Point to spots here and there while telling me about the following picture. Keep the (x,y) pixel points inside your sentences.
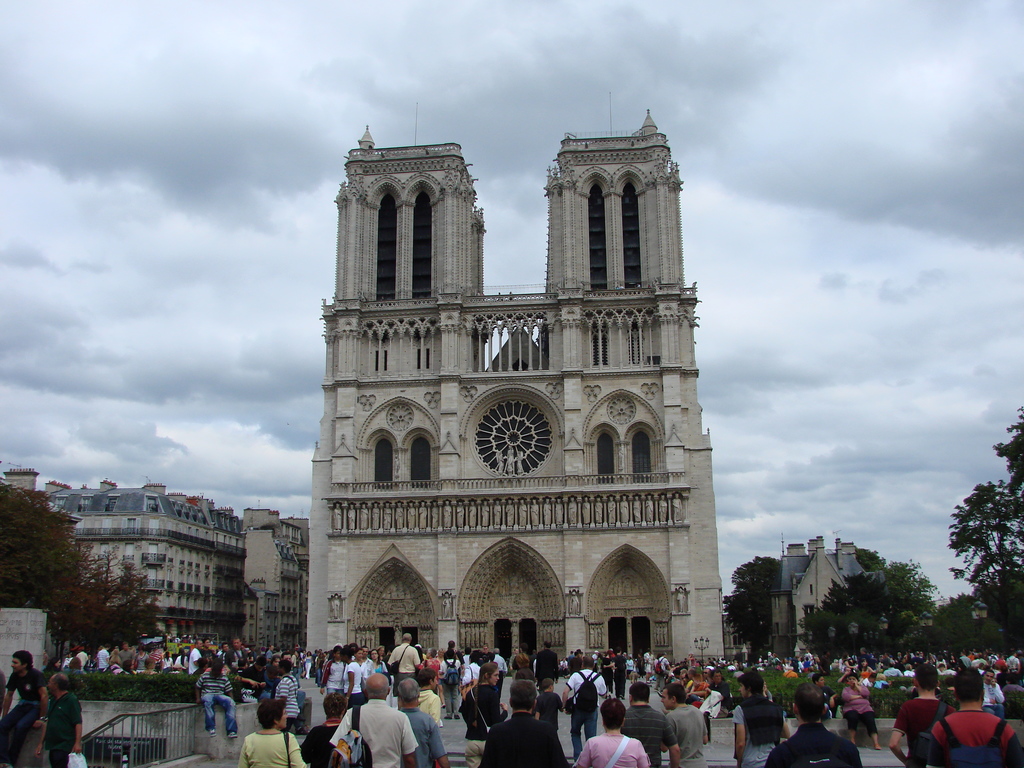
In this picture I can see number of people (386,699) in front (471,755) and in the middle of this picture (444,510) I see number of trees (2,594), number of buildings (506,530), few plants (152,687) and the grass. In the background (203,274) I see the sky (304,248) which is cloudy.
